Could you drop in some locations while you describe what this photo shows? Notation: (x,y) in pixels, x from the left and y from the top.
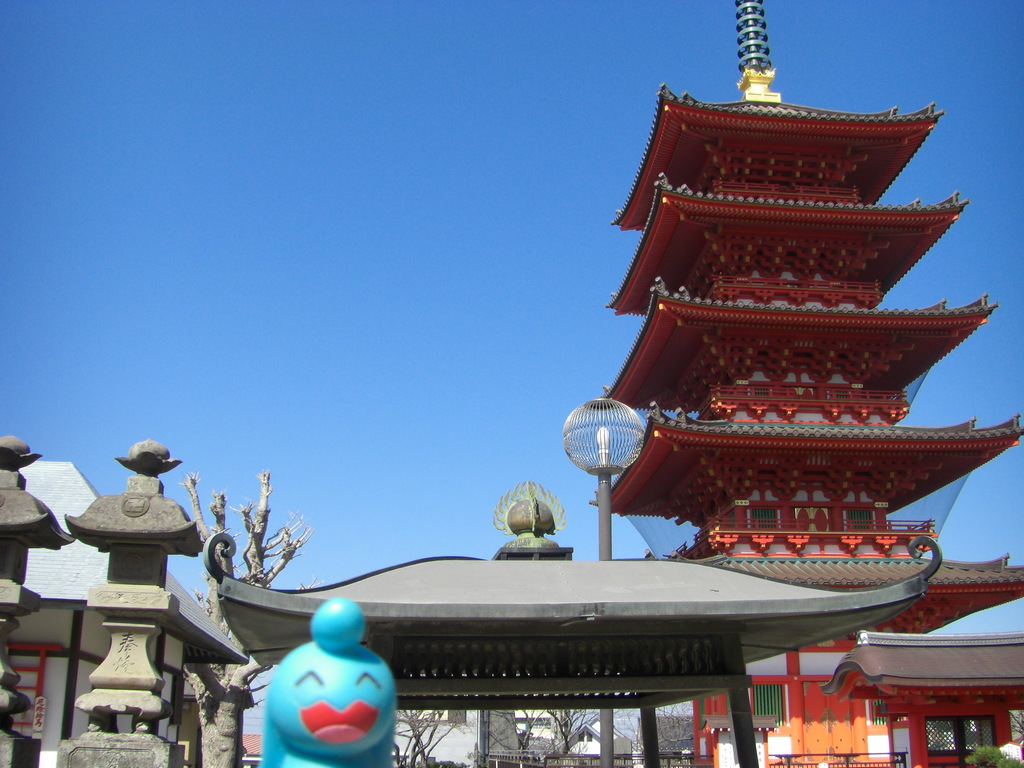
In this picture there is a red color wooden Chinese temple (765,670). In the front (792,641) there is a grey color shade (480,615) with lamp post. Beside there are two pillars (86,746) and blue color toy (300,732).
